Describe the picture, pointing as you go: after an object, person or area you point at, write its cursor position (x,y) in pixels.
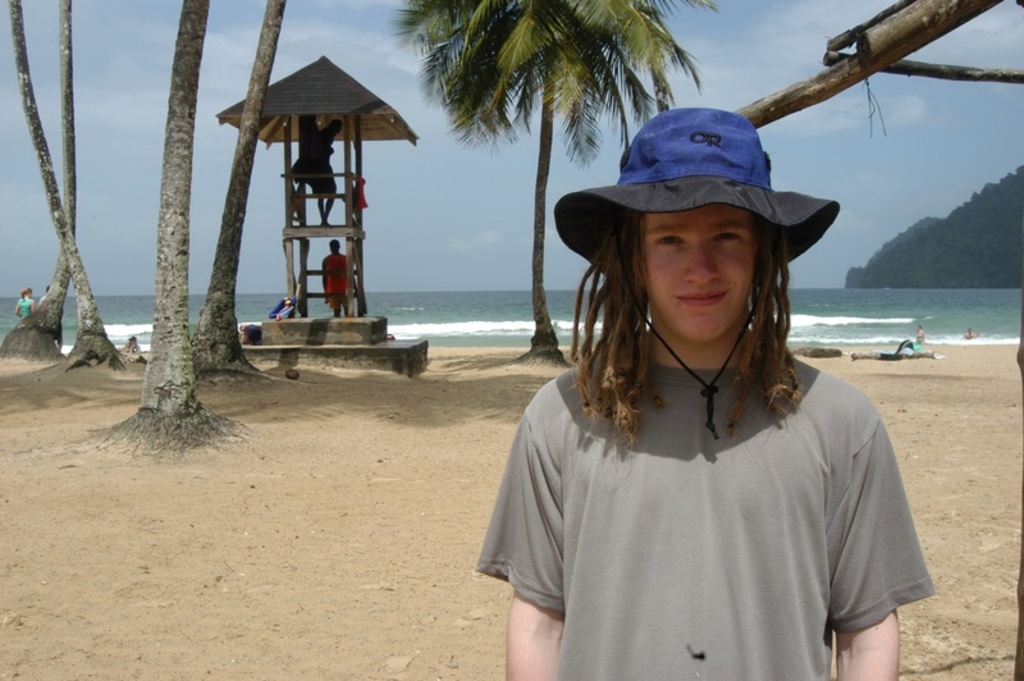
In the picture we can see a beach (418,530) with a sand (962,570) on it we can see a person (734,151) standing and he is with T-shirt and hat (723,157) and behind him we can see some trees (556,72) and some hut construction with two people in it and behind it we can see water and besides we can see a hills (968,274) and in the background (49,101) we can see a sky (49,101) with clouds (231,86).
